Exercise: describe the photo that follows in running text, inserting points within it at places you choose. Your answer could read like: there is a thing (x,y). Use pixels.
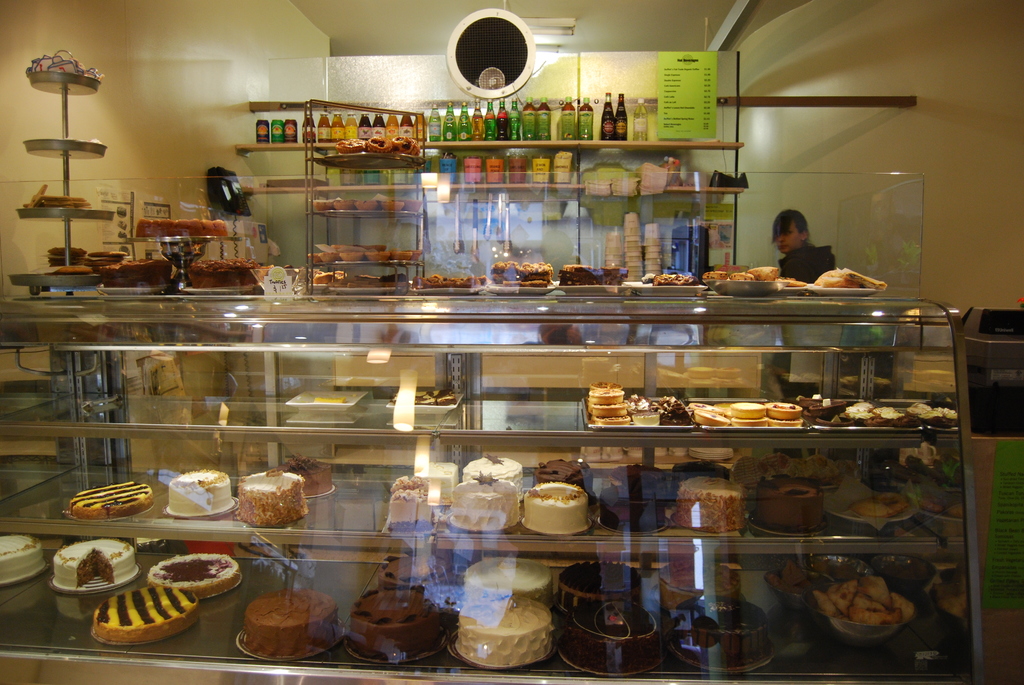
In this image we can see bakery and cake shop (610,387) where cakes (868,412) are arranged in glass cupboard like thing (641,538). Background of the image (787,237), bottles (455,137) are there in the racks (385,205) and we can see one person (802,235). The walls (820,86) and roof (452,3) are in white color.
